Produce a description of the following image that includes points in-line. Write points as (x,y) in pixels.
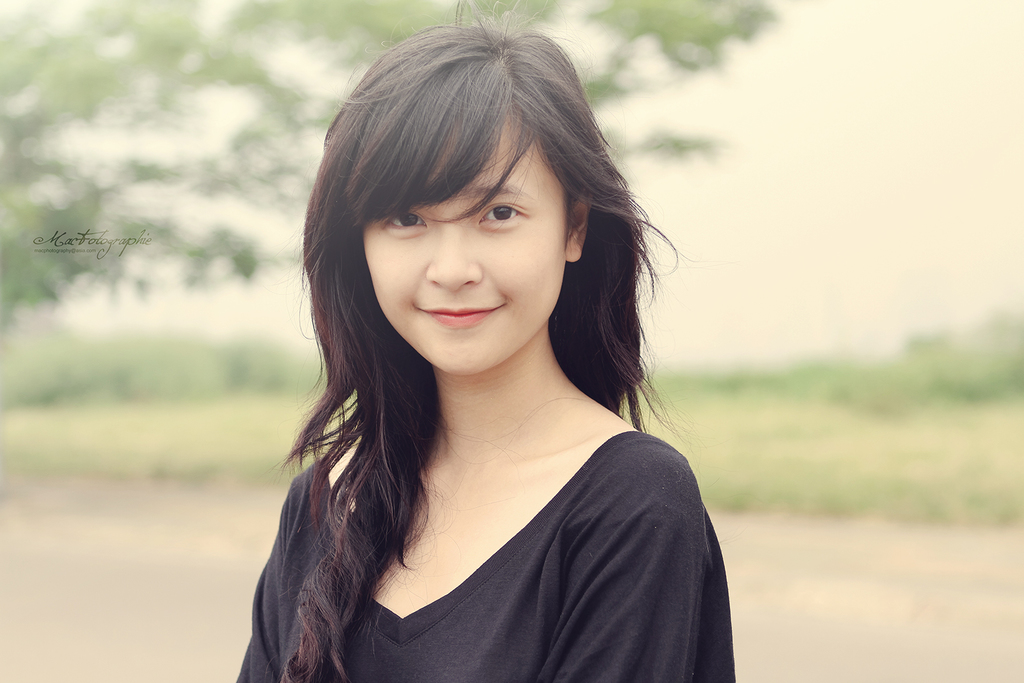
In this picture we can see a girl (385,592) smiling and in the background (894,582) we can see the road (157,527), trees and it is blurry.
